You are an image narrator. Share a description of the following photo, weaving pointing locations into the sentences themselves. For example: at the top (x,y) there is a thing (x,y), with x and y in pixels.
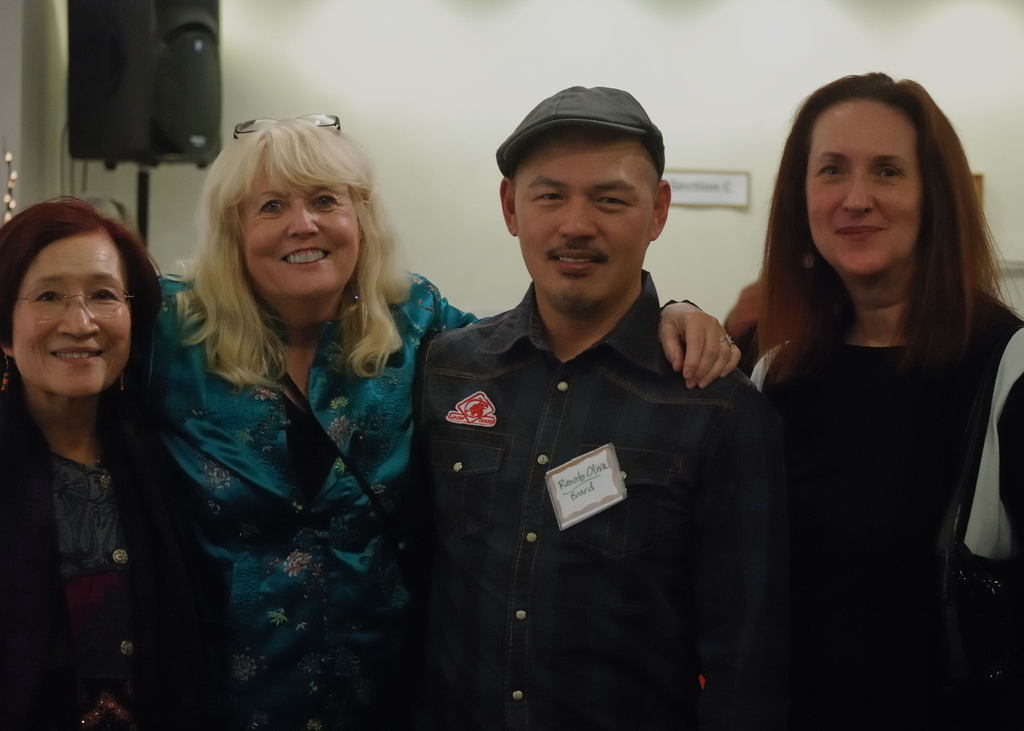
In this image there are a few people (420,325) standing with a smile (291,250) on their face (274,271), behind them in front of the wall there is a speaker (151,118).
